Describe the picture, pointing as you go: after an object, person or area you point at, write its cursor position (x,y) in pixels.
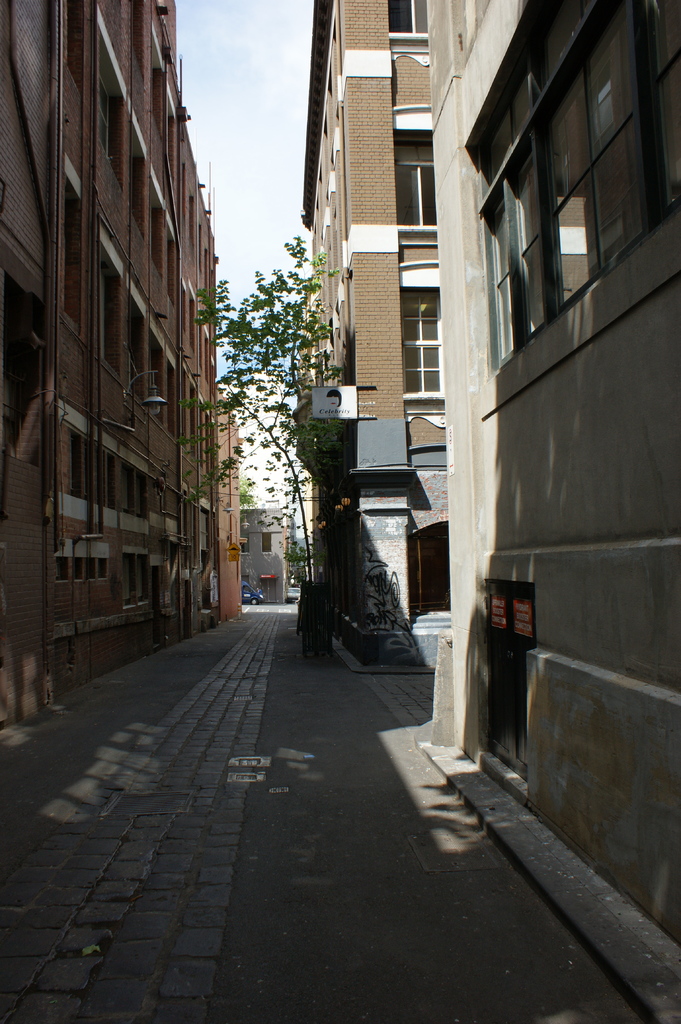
In this image I can see few buildings (425,316), windows (486,210), trees (210,483), vehicles (252,599) on the road (288,607). The sky (274,188) is in blue and white color.
